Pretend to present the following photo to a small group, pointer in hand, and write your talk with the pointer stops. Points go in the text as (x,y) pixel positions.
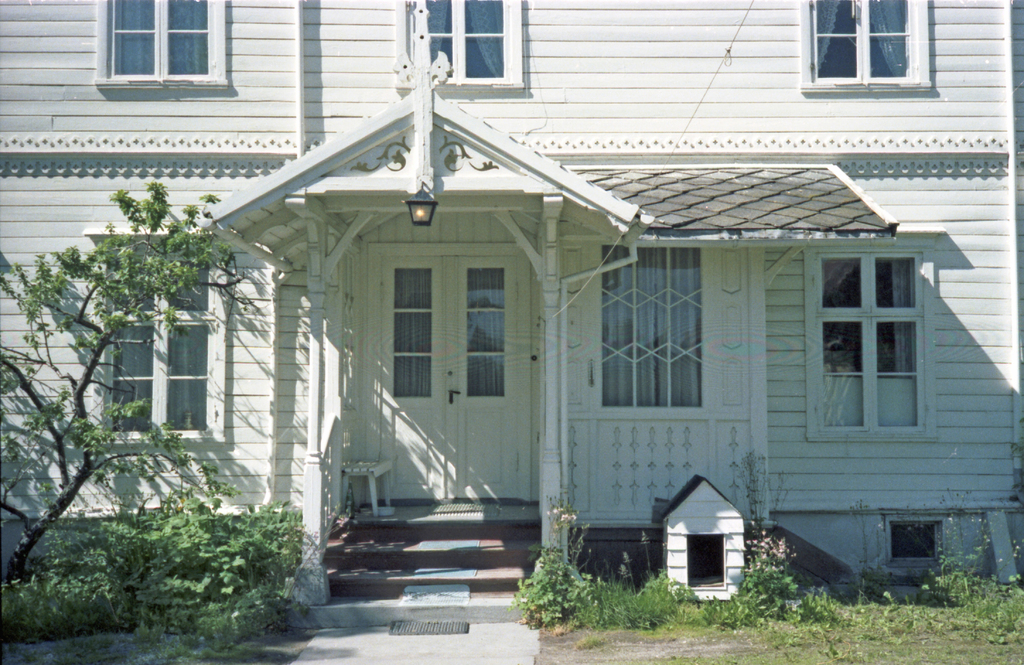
In the foreground of this image (500,662), on the bottom (448,662), there is a pavement (504,650), grass (622,622), plants (199,566) and a tree (83,436) and we can also see a house (604,410), a dog house (687,534) and a light (416,206).
